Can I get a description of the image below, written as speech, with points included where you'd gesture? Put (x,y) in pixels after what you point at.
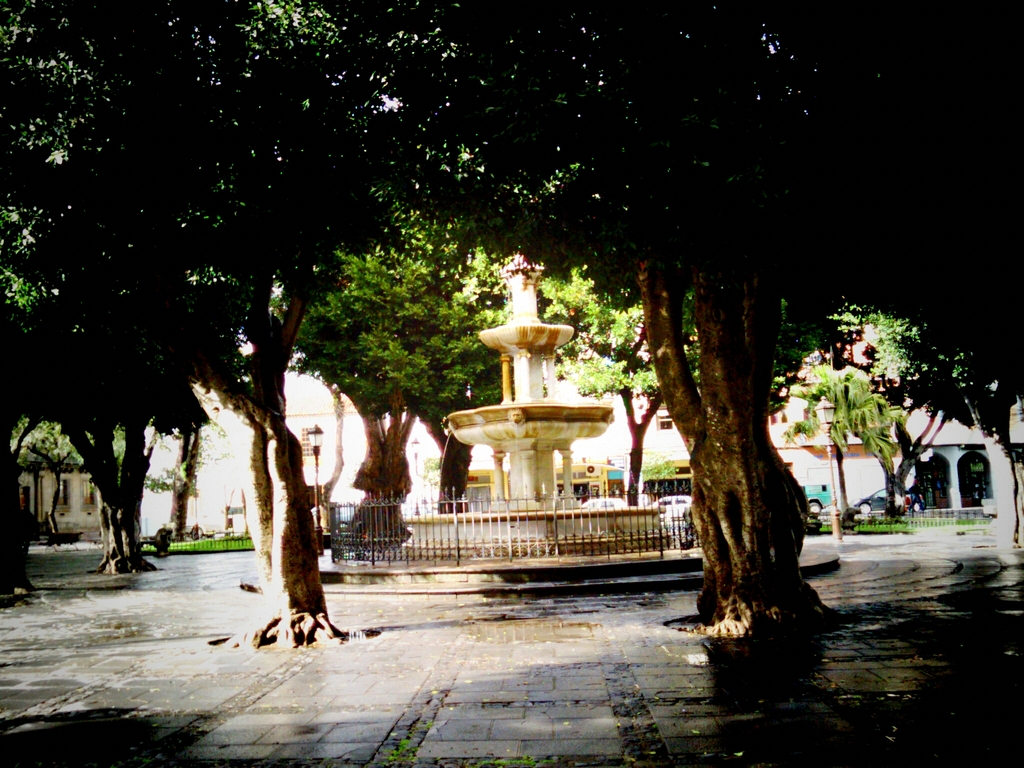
In the middle of this image (518,482) there is a fountain (571,414). Around there are many trees (55,464). In the background (932,484) there is a building (573,460) and I can see few vehicles (876,493).
